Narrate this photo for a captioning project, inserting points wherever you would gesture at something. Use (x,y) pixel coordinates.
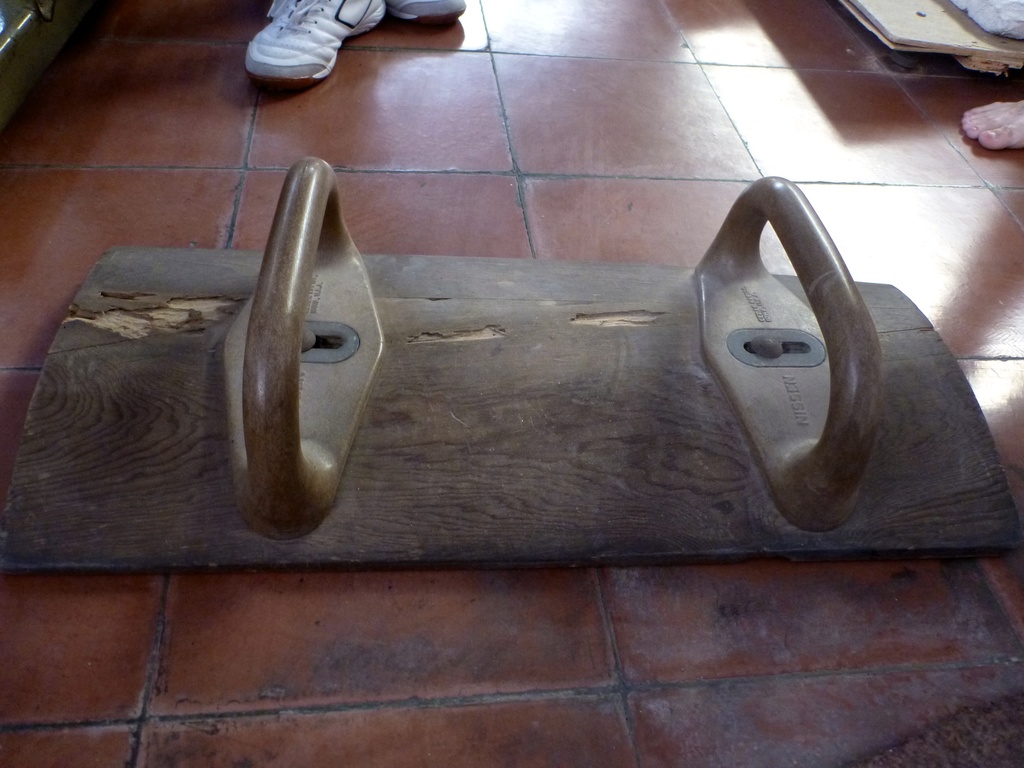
This picture shows wooden plank (923,367) with handles (291,345) to hold on the floor (69,224) and we see human legs (435,14) with shoes (418,7) and another human leg (1004,140).
